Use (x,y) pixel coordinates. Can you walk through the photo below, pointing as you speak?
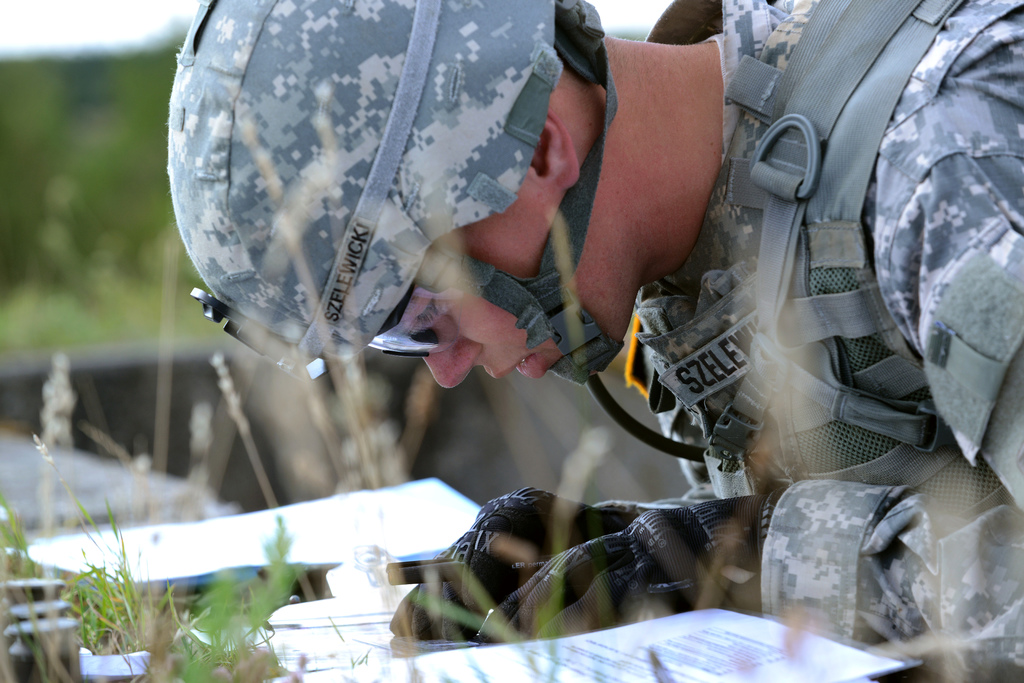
In this picture I can see a person (536,329) wearing the uniform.
